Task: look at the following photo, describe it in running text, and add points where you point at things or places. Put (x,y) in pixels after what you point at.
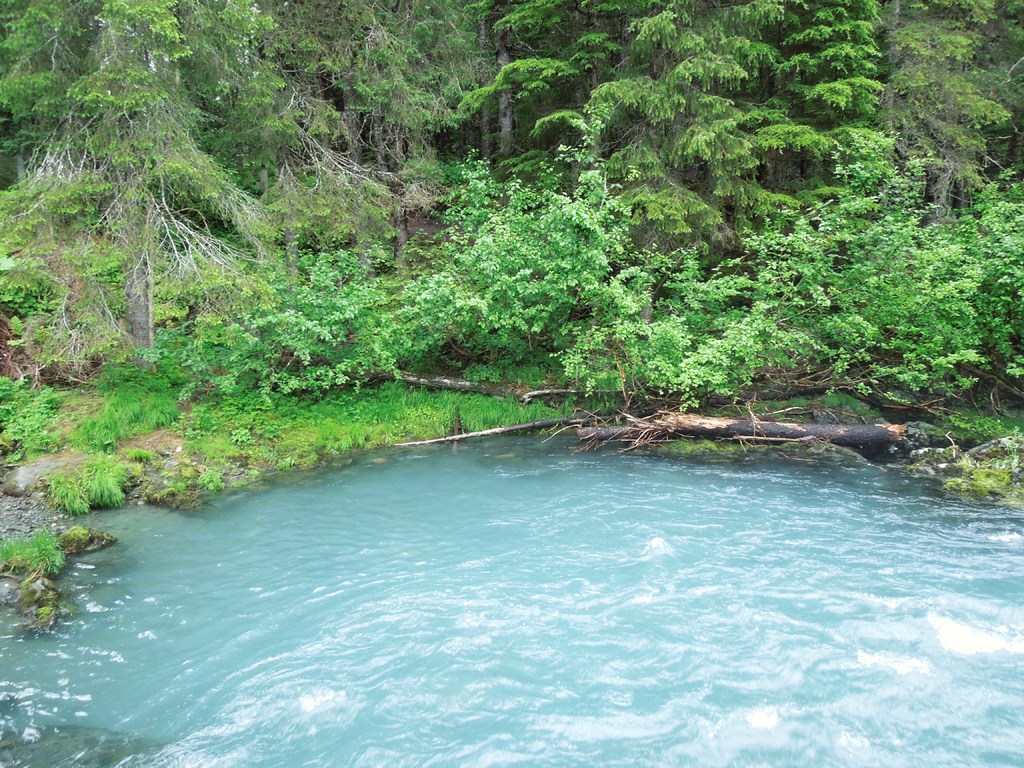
In this image there is water (797,661). Beside there is land (11,485) having few plants (795,323), trees (154,279) and few wooden trunks (620,417) on it.
